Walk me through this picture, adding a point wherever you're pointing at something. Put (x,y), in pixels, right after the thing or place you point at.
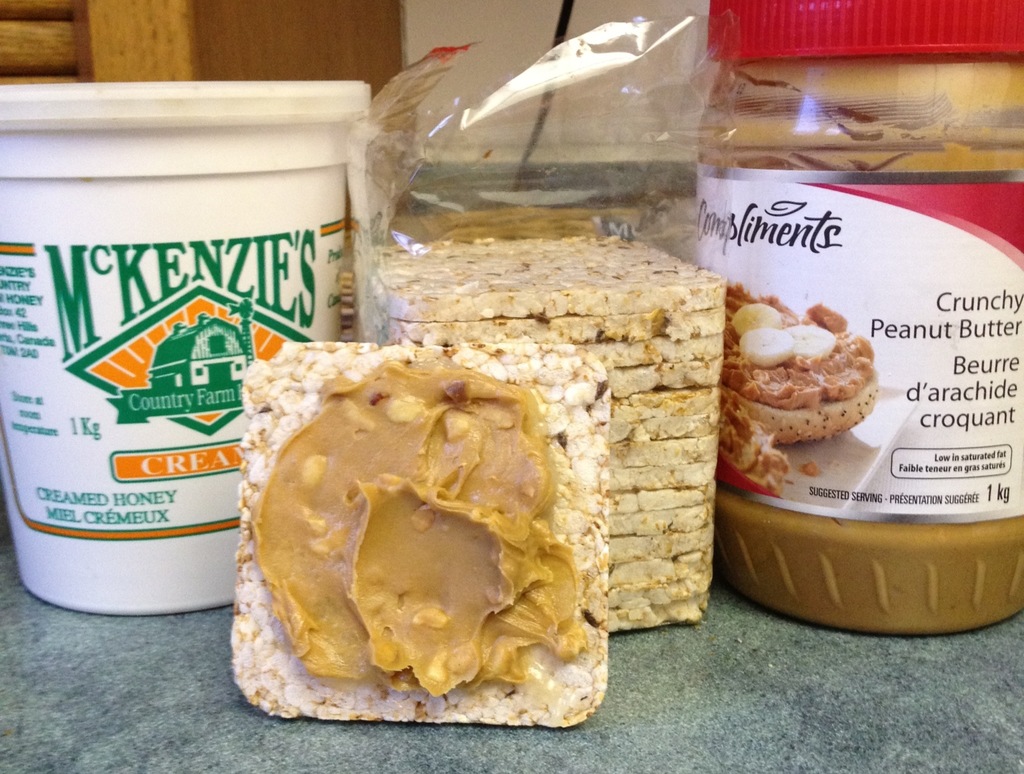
In this image I can see few rice cakes (654,529) in the cover (658,251), a rice cake (549,427) with peanut butter (461,456) to it and two plastic containers (188,214). I can see the brown and cream colored background (366,38).
